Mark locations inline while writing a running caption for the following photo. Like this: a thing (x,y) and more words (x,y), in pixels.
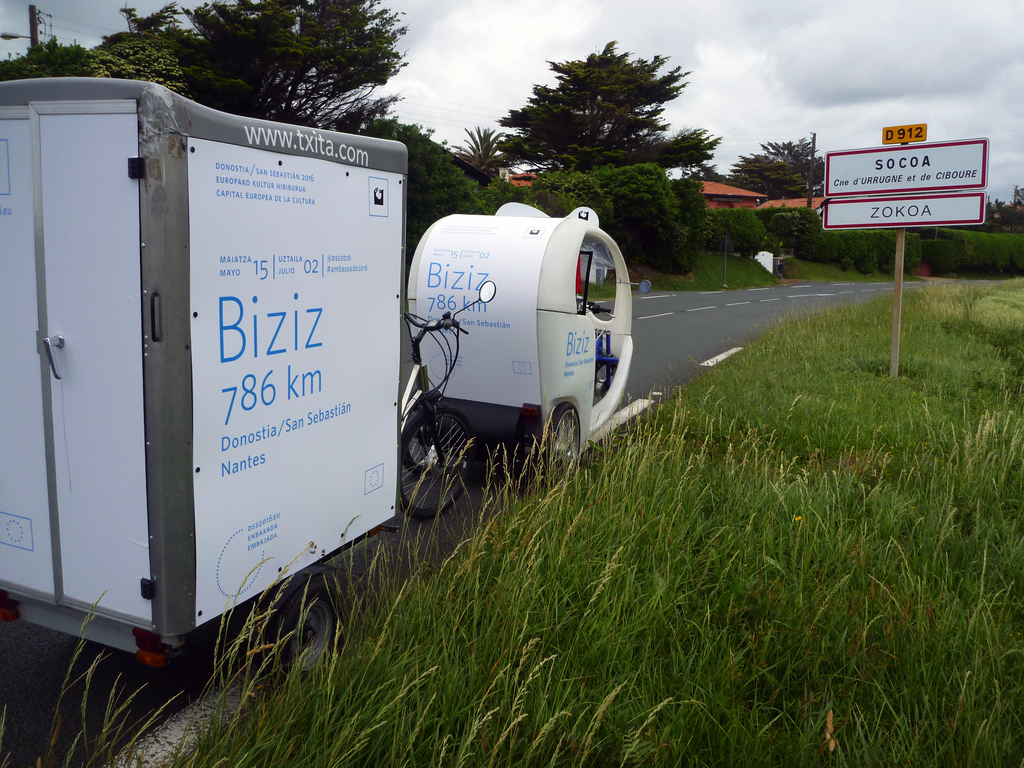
In this image there is a vehicle (468,413) on the road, beside the road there is grass (706,481) and there is a sign board (927,203) with text (948,172) on it, other side of the road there are trees (509,144), houses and electrical poles (814,158) with cables (51,35) on it, at the top of the image (846,56) there are clouds (813,77) in the sky (845,42).
